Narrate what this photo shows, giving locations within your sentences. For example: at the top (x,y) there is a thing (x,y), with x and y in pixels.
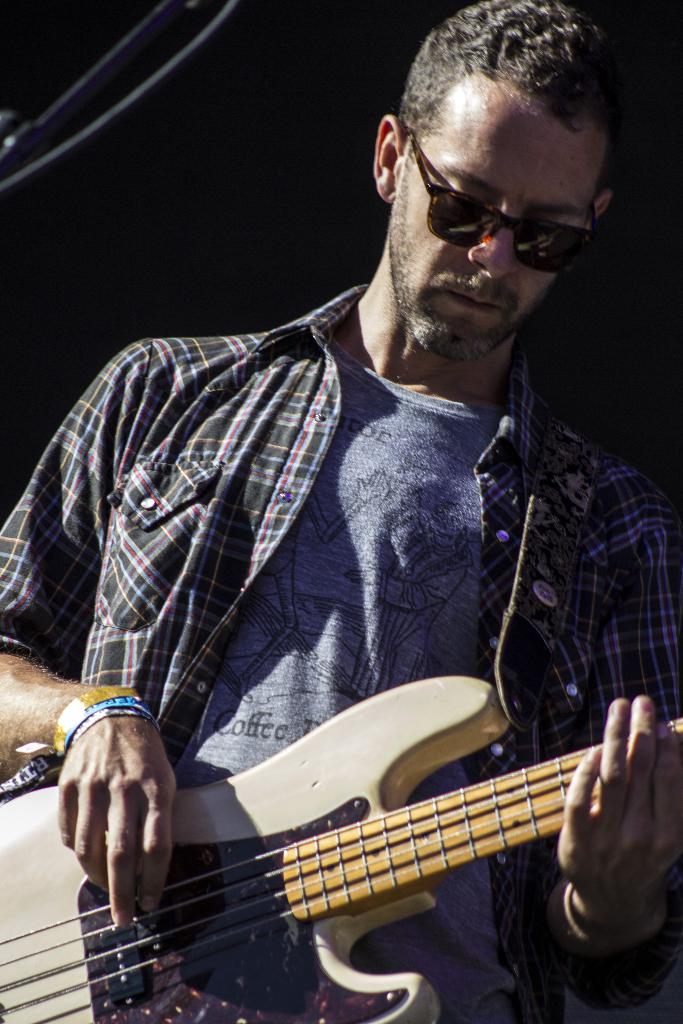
This picture shows a man (127,524) standing and playing guitar (18,912).
